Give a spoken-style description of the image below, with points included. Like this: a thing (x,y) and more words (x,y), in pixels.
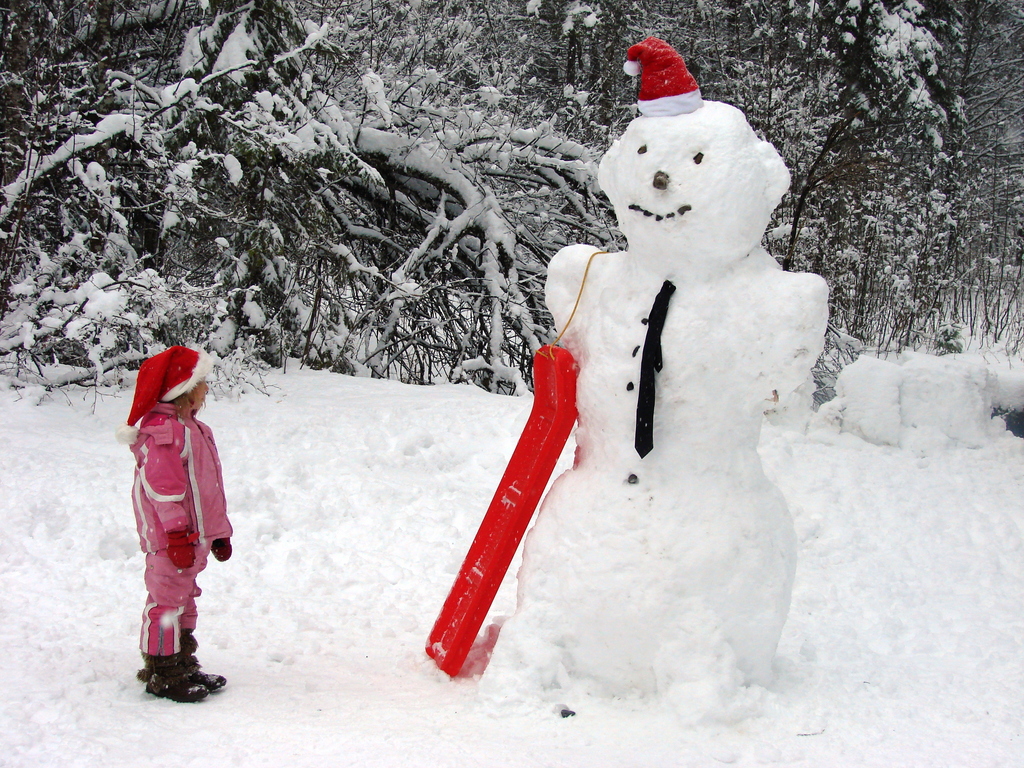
In this picture, we see a snowman (725,381) with a red cap (666,112) and a red stick (450,651). On the left side (162,460), we see a girl (153,469) in the pink jacket (180,465) and a red cap (122,432) is standing. At the bottom (398,536), we see the snow (856,669). In the background (380,214), we see the trees (753,112) and these trees (501,317) are covered with the snow (496,296).
